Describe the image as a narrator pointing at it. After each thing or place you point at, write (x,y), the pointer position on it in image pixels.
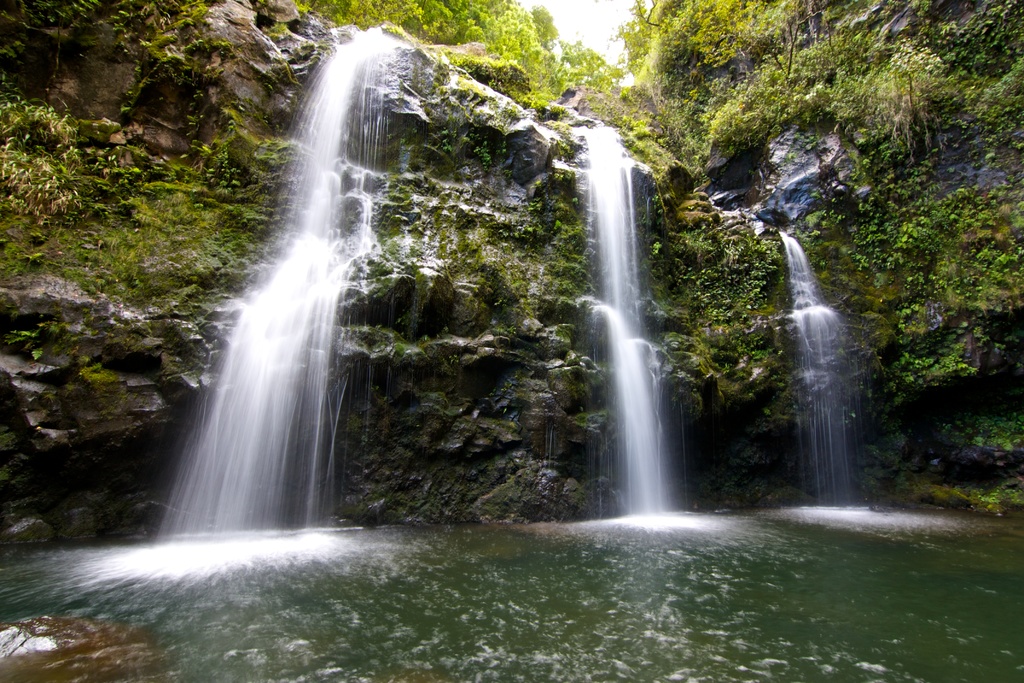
To the bottom of the image (398,593) there is water (678,523). And in the background (373,51) there is a waterfall (635,390) from the rocks (771,362). And on the rocks (111,136) there are small plants (206,186) and also there is a grass (66,229) on it. To the top of the image (562,48) there are trees (754,53).
